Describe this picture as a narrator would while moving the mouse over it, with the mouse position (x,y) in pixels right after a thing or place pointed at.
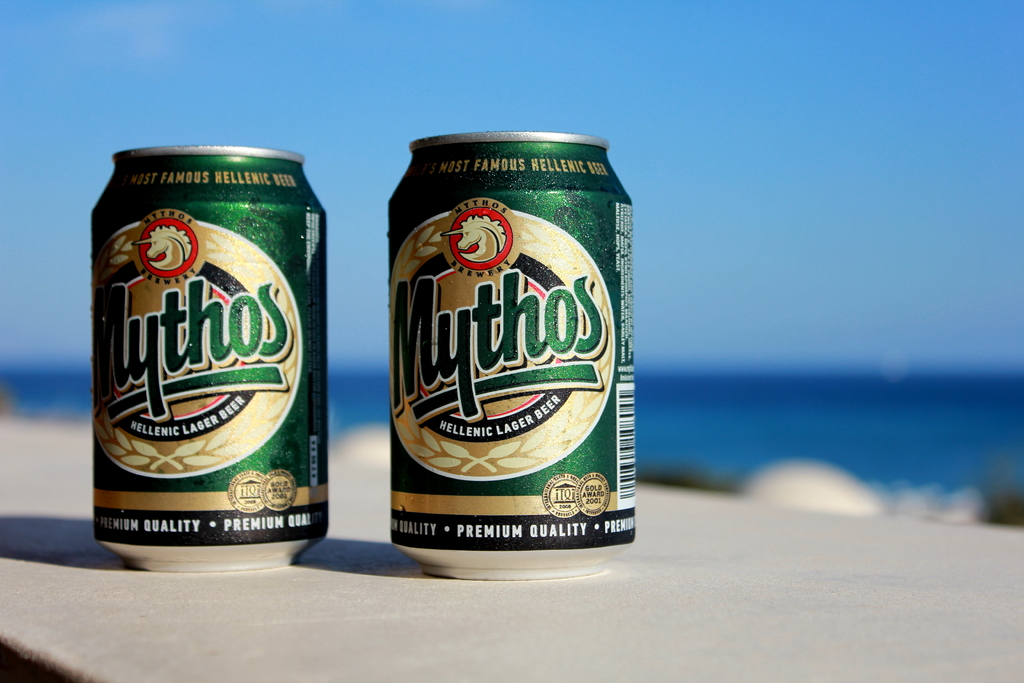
There are two cans (439,240) and something is written on that. And they are on a surface (692,579). In the background (741,271) it is blurred.
